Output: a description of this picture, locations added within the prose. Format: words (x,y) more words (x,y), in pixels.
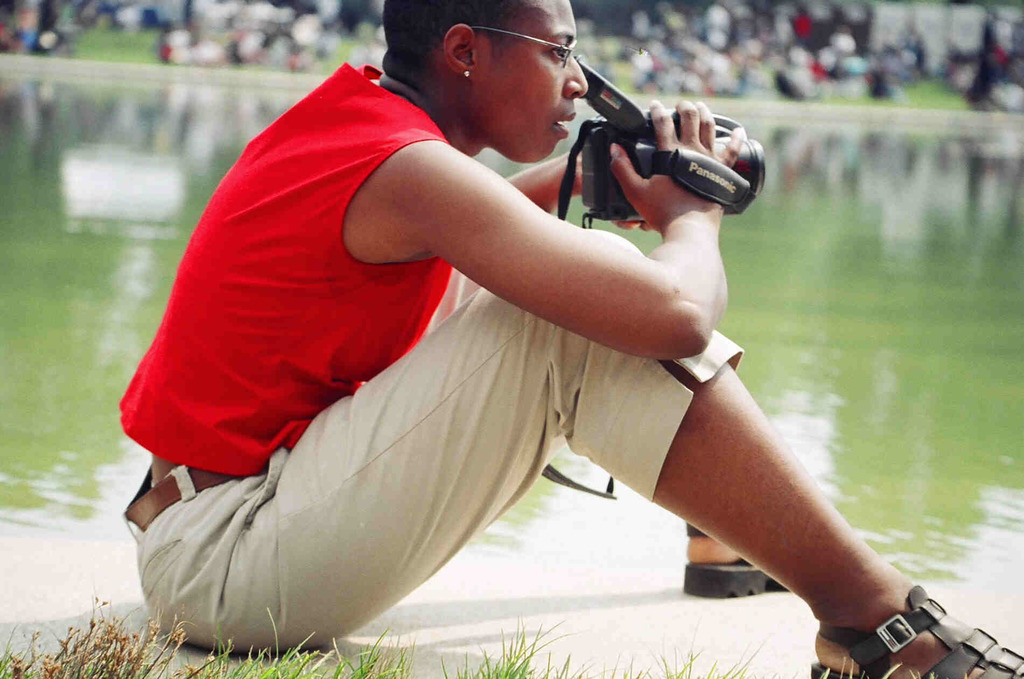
In the image we can see there is a person (387,481) sitting on the ground (600,585) and holding video camera (717,171) in her hand (637,176). Behind there is water (967,290) and background of the image (797,42) is blurred.
